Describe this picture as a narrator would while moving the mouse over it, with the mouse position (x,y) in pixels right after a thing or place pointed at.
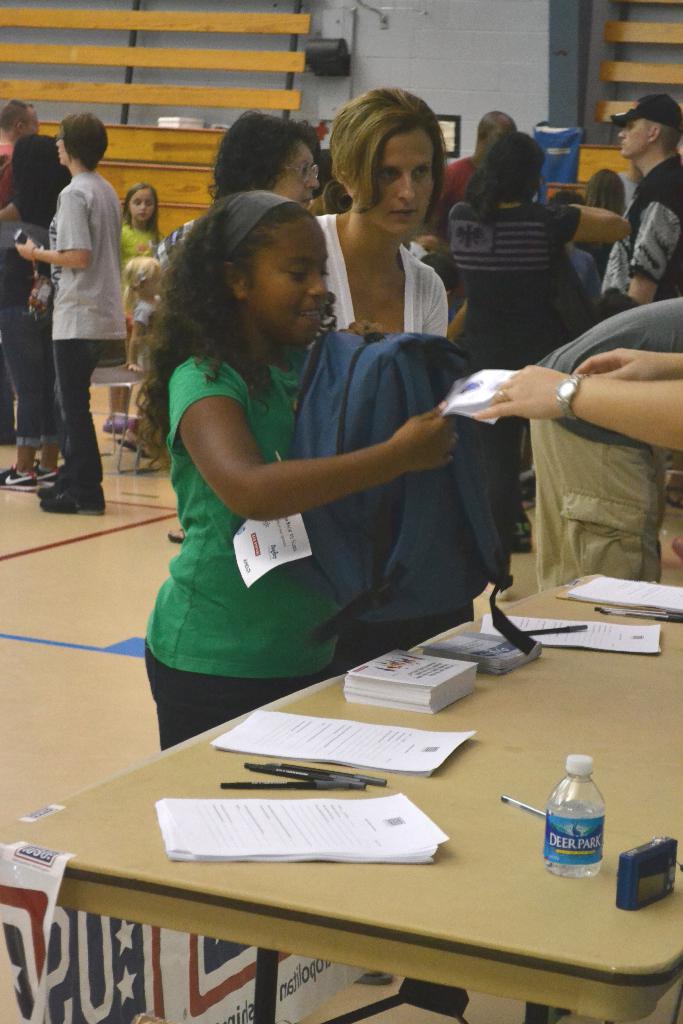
The picture is taken inside a hall (98,114). There are many people (257,298) inside the hall (188,219). In the foreground (465,810) there is a table (509,789). On the table (551,896) there are paper (318,834), pen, bottle (597,801). One girl (243,437) is standing wearing a green t-shirt (216,504). She is holding a bag (365,430) she is taking something from a person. In the background (457,80) there is a wall (246,35).
